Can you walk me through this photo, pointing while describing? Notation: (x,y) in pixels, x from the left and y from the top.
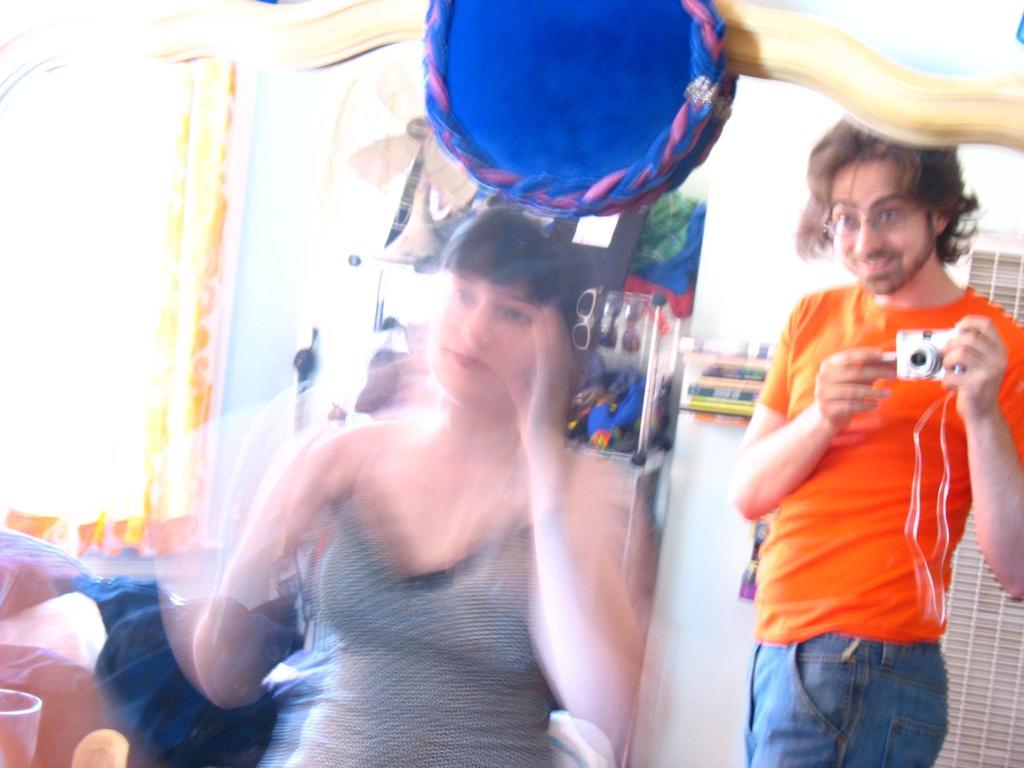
In this image there is a woman (345,532) in the middle (500,370). In the background (857,316) there is a man (861,302) who is wearing the orange colour t-shirt (848,518) is holding the camera (902,347) with his hands (979,408). At the top (549,47) there is a pillow (583,88). In the background (674,339) there is a rack (725,415) on which there are books (718,398) and glasses (631,350). On the left side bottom there are pillows (57,586) and glasses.
